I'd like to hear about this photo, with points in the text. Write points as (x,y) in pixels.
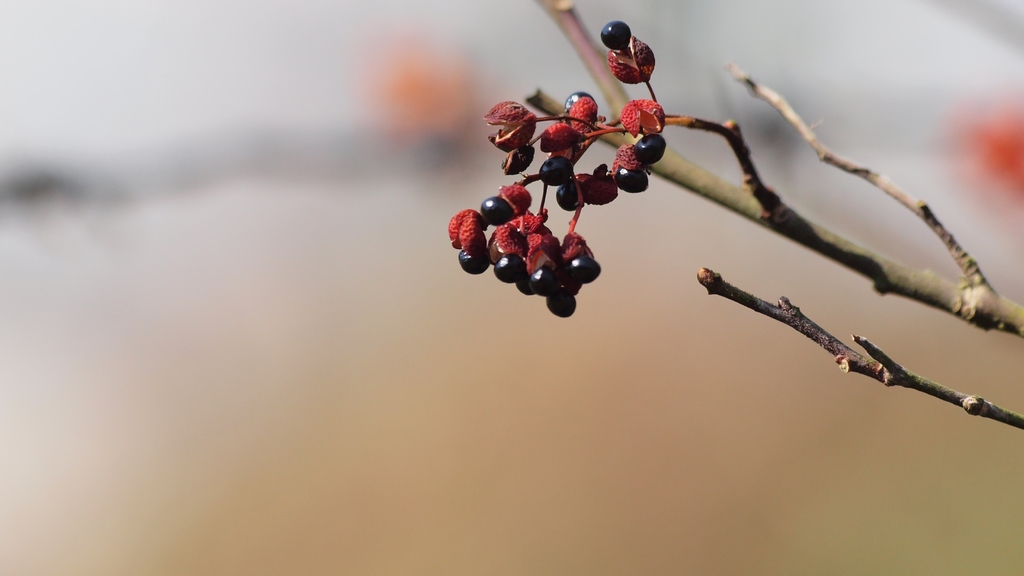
In this picture we can see berries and branches (763,200). There is a blur background (899,151).
